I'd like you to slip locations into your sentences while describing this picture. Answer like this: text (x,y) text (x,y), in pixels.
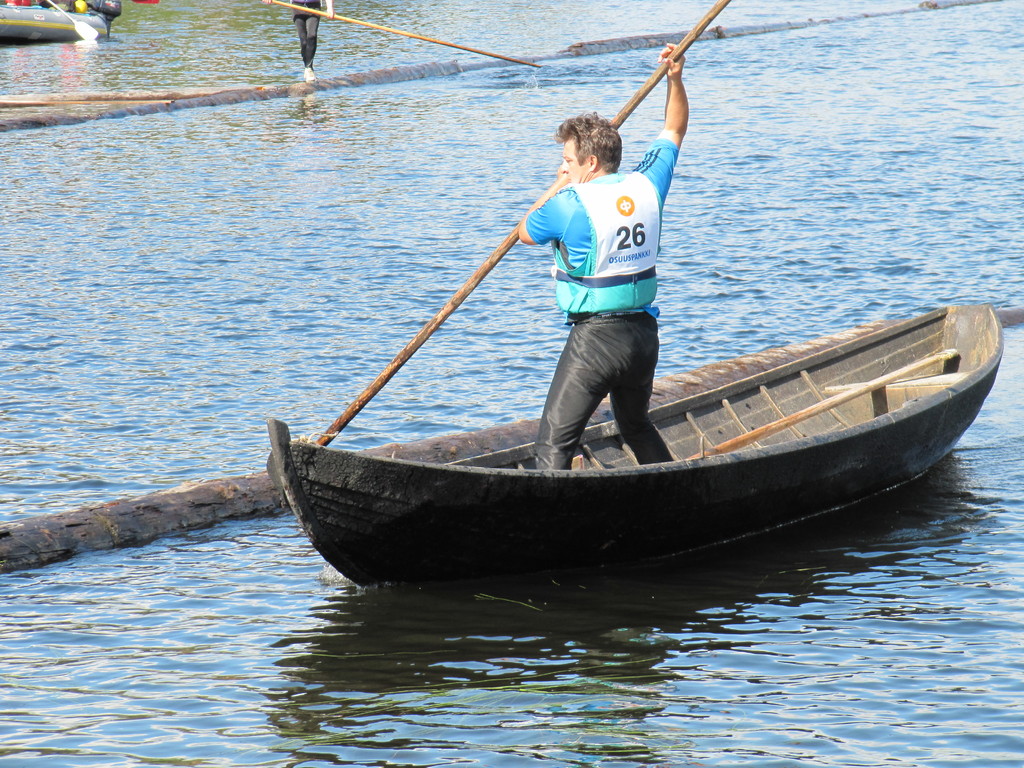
This image is taken outdoors. At the bottom of the image (346,699) there is a river (314,705) with water (755,692). In the middle of the image (599,424) a man (641,441) is standing in the boat (607,465) and he is holding a stick (372,393) in his hand (669,50). At the top of the image (11,26) there is another boat (51,27) and there is a person (306,39) holding a stick (432,39) in the hand (331,12).
